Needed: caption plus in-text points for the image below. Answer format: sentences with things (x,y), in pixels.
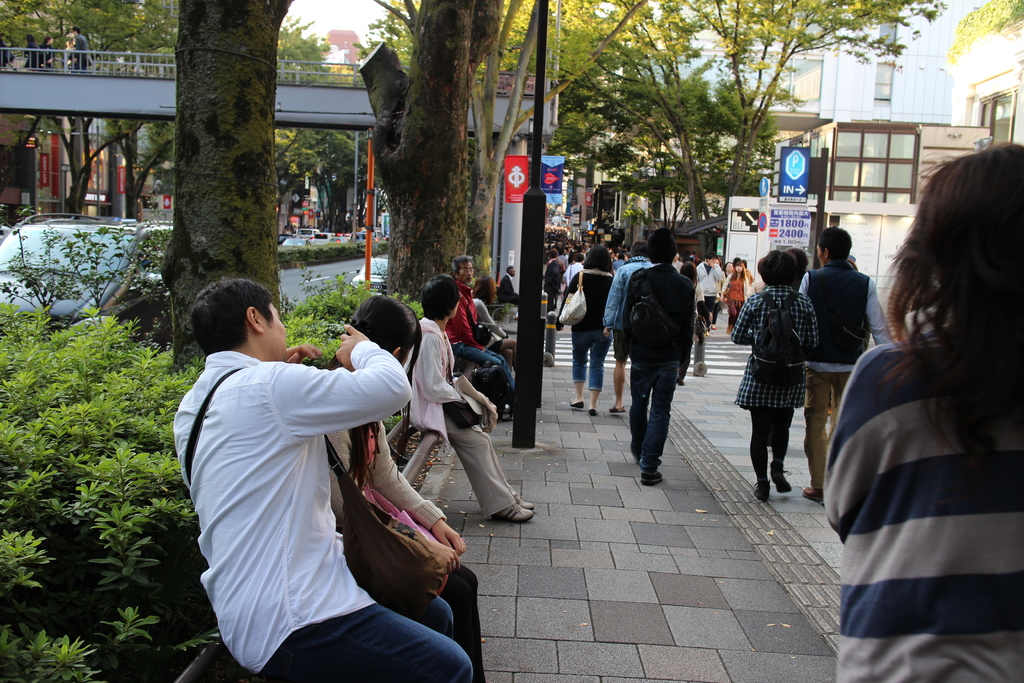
In this picture there is a person (327,483) who is sitting on this pipe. Here we can see group of persons (664,432) walking on the street (796,433) and crossing the road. In the background (582,102) we can see buildings (866,121), trees (676,134) and plants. Here we can see poster (792,166) and sign boards (801,184). On the top (378,10) there is a sky (343,26). Here we can see plants (121,406) near to the vehicle (143,314).
